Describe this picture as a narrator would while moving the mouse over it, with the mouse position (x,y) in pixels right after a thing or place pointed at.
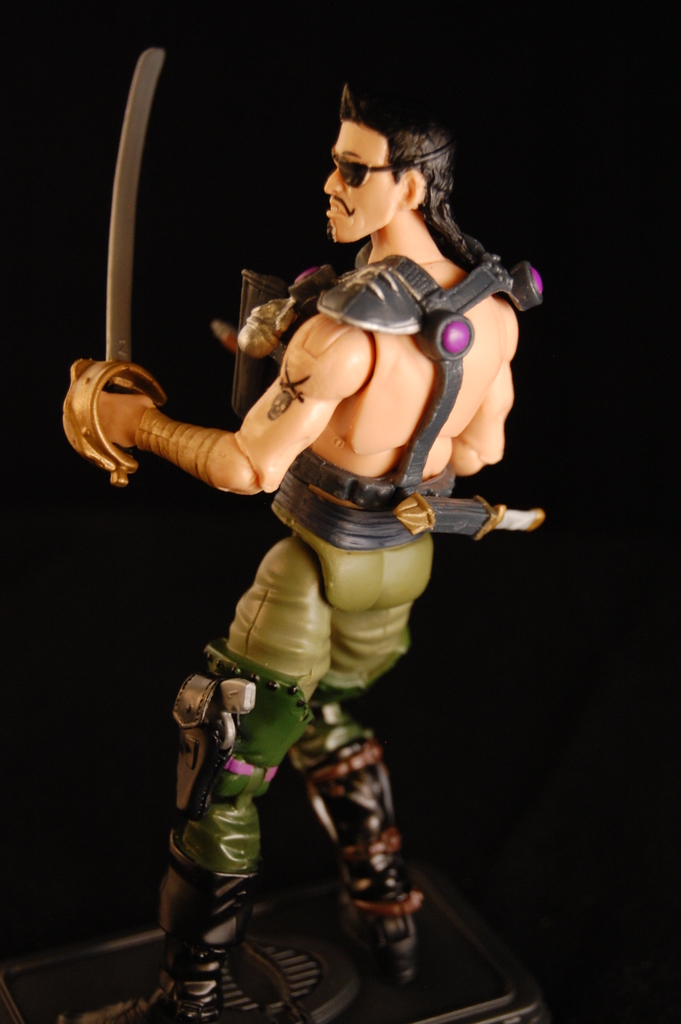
In this image there is a toy (366,863) of a person (279,663) standing and holding a sword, and there is dark background (39,143).
